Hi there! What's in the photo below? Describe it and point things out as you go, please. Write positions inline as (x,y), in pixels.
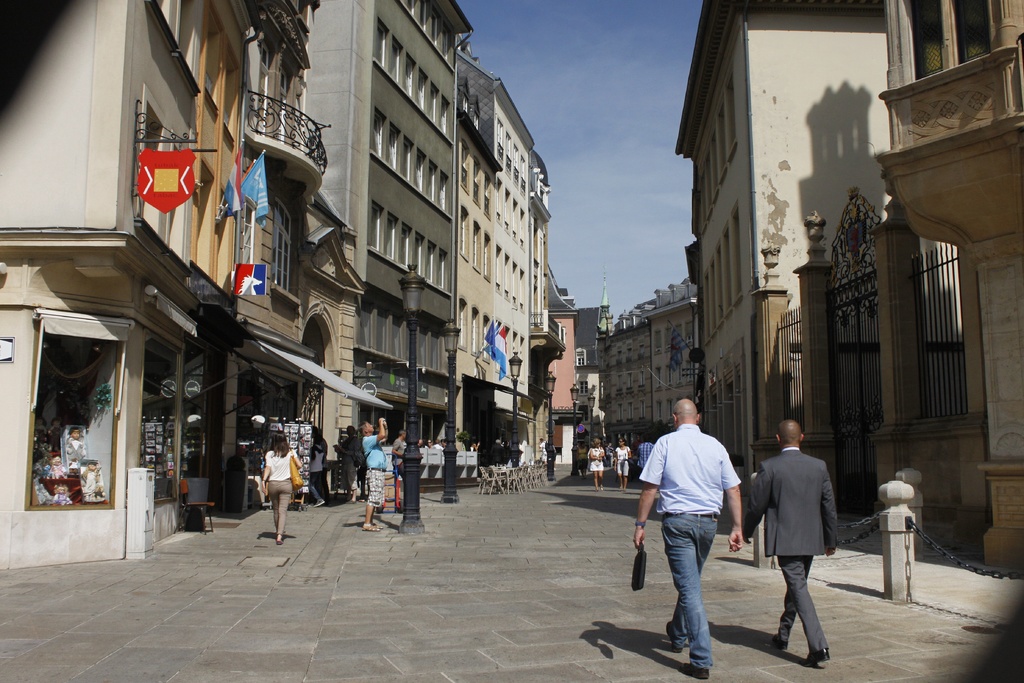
In this image I can see the many people (691,518) are on the road (561,557). To the side of these people (315,504) I can see few more people (315,504), light poles (413,507) and the buildings (906,384). I can see the flags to the building (255,297). To the right (961,565) I can see the chain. In the background (557,190) I can see the sky (556,162).
